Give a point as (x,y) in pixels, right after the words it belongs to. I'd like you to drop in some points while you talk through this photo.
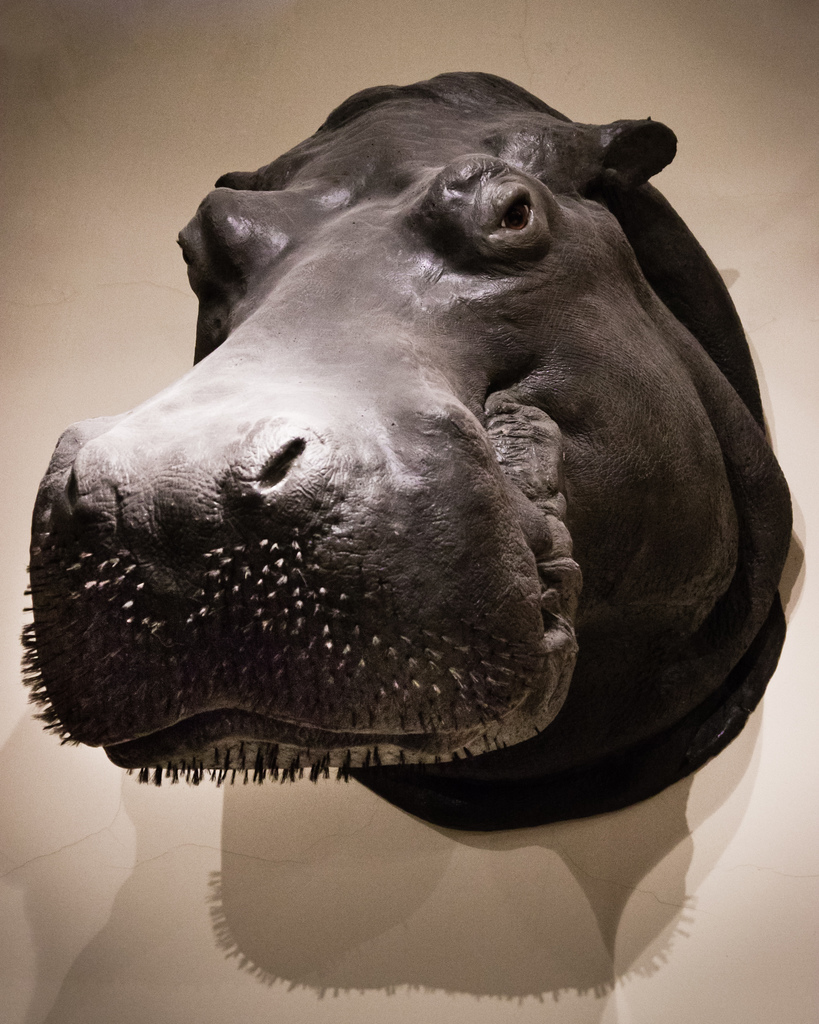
In this image there is a sculpture (433,443) of an animal (309,346) attached to the wall (789,50).
